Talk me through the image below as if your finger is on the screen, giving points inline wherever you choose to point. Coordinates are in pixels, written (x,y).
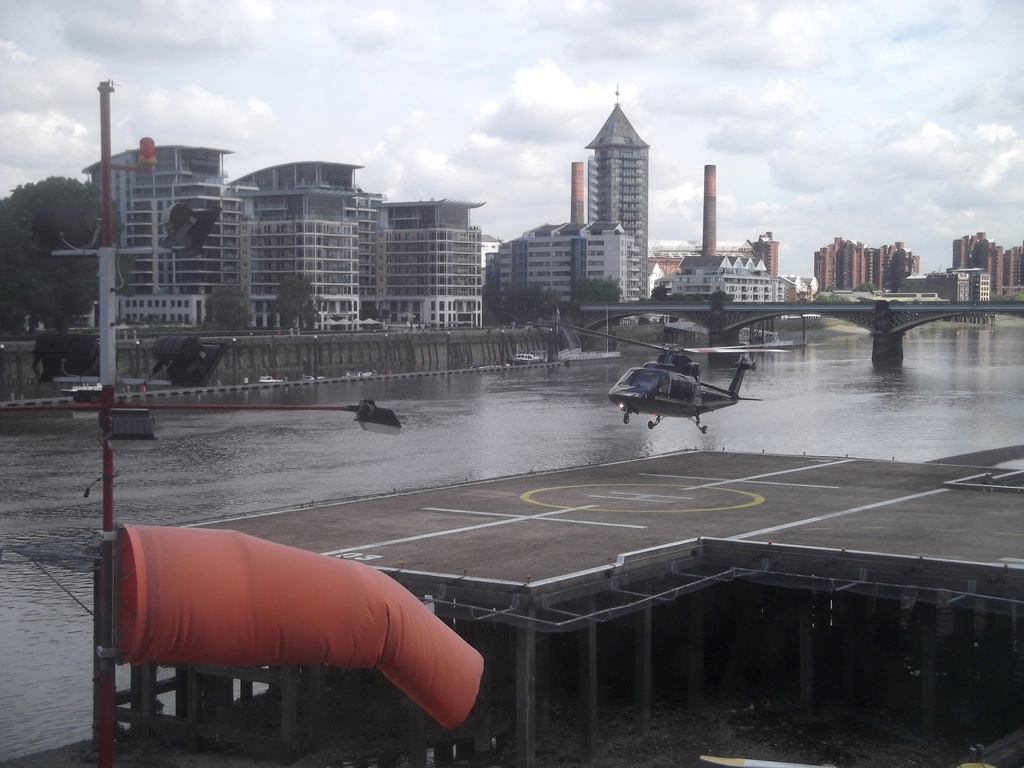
In this picture we can see a helicopter (694,382) and a helipad (698,483) here, at the bottom (70,526) there is water (338,430), we can see a pole (217,406) here, in the background (383,291) there are some buildings (435,232), we can see a tree (60,263) here, there is the sky (661,41) at the top of the picture (705,36), we can see a bridge (890,318) here.
